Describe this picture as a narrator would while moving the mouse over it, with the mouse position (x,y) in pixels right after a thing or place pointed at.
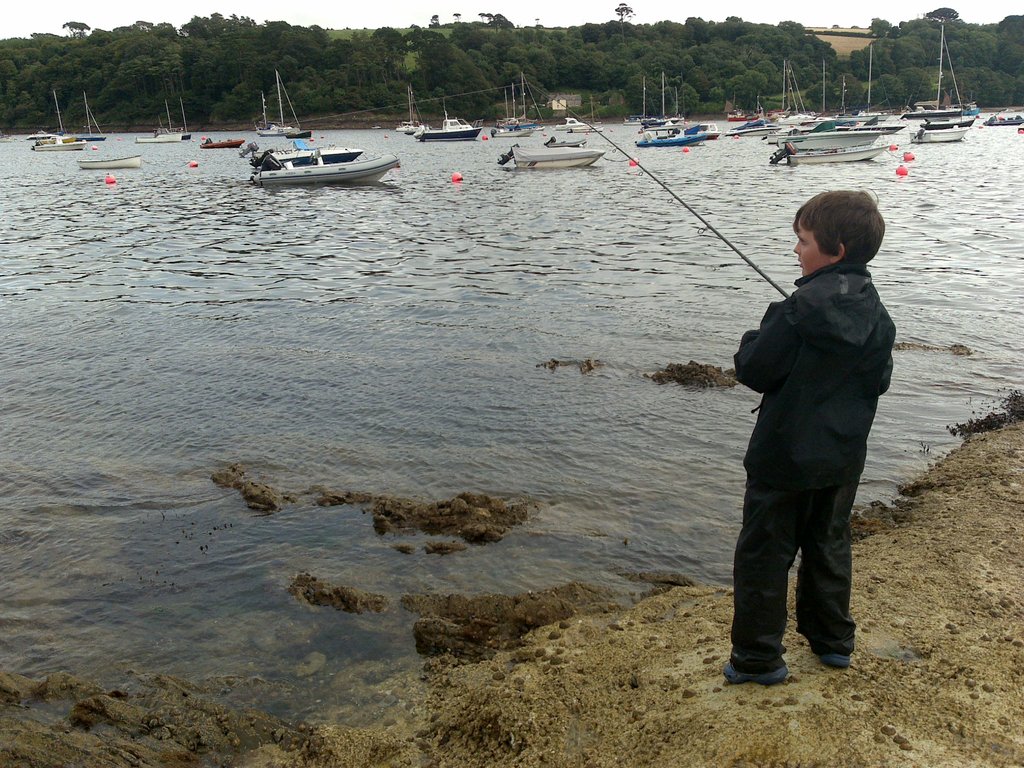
On the right side of the image (816,480) we can see a boy (831,323) on the ground (901,524) and holding a fish catcher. In the background (536,266) we can see water (527,271), boats (295,156), balloons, trees (581,66) and sky (532,2).
